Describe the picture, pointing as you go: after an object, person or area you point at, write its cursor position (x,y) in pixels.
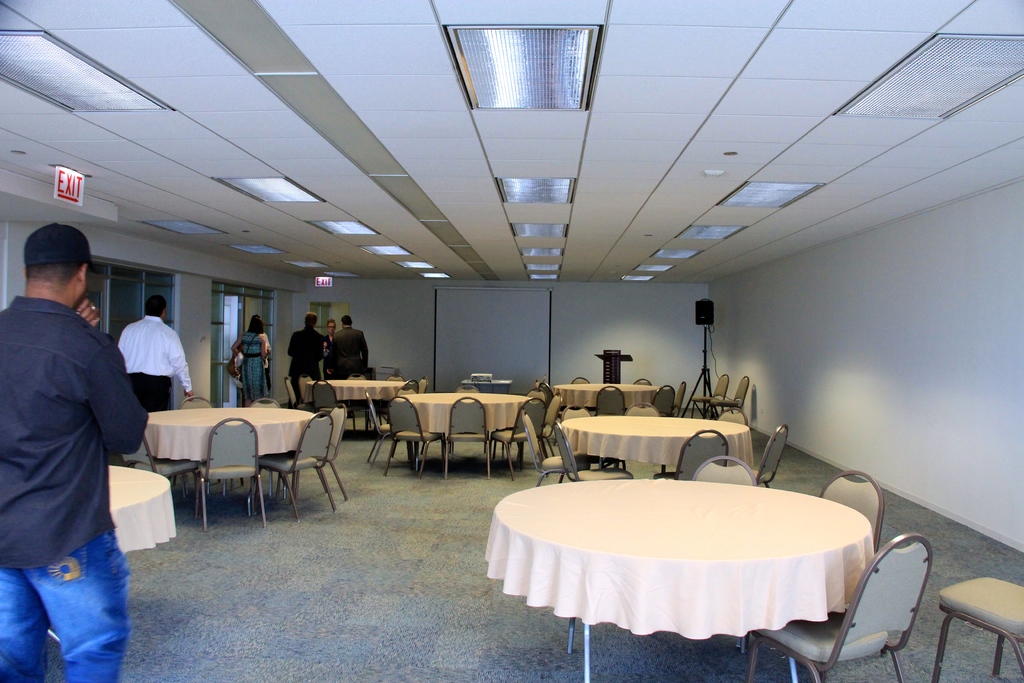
This picture shows few people (162,318) standing and we see chairs (541,443) and tables (703,606).
